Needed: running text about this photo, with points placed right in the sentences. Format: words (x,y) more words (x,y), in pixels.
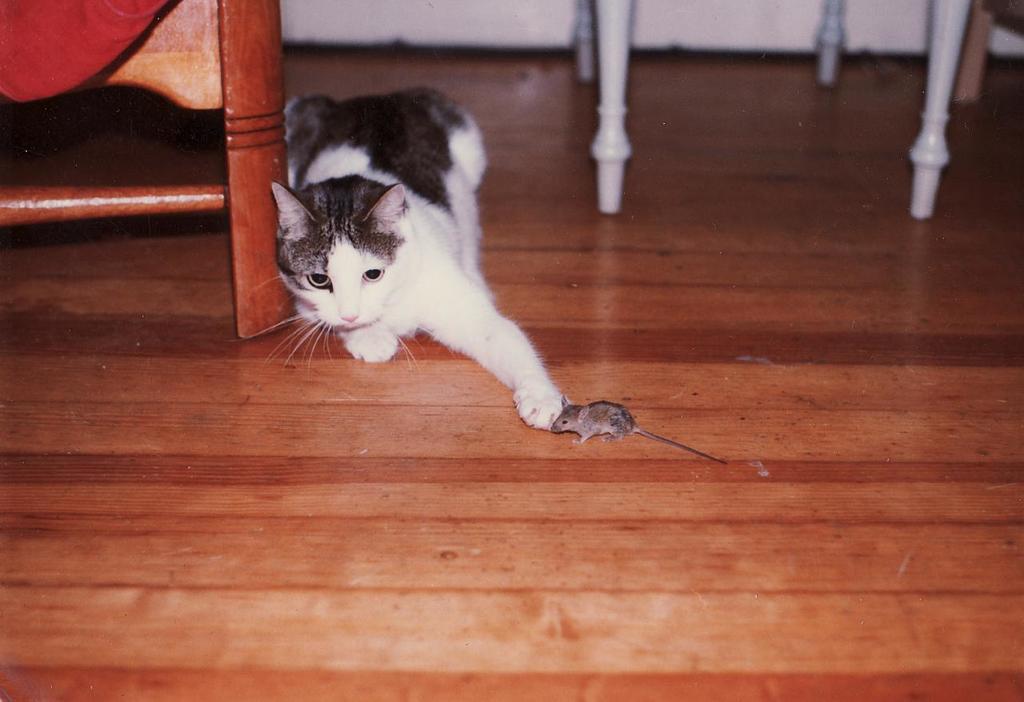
In this image, I can see a cat (529,426), mouse (618,428) and the wooden objects (133,66) on the floor (516,620).
